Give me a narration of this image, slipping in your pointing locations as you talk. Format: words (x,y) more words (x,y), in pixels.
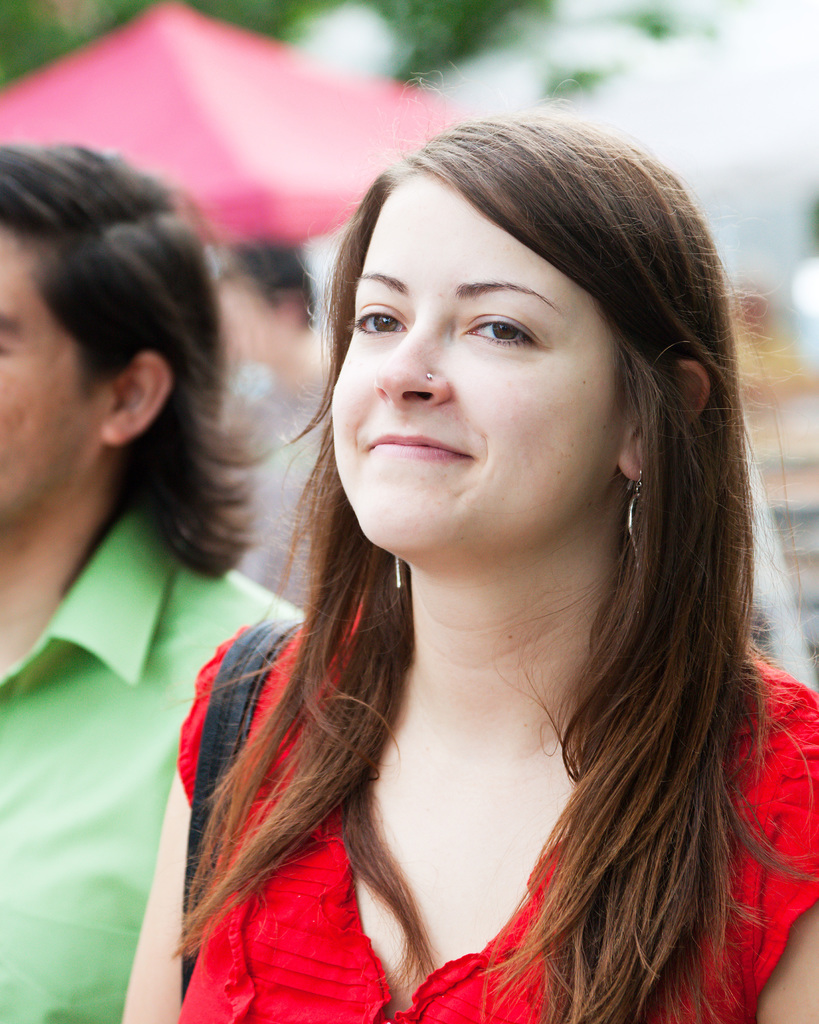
In the foreground of this image (470,743), there is a woman (494,895) in red dress (321,962) wearing a bag (238,708). Beside her, there is a man (103,684) in green shirt (117,822). In the background (230,59), image is blurred.
